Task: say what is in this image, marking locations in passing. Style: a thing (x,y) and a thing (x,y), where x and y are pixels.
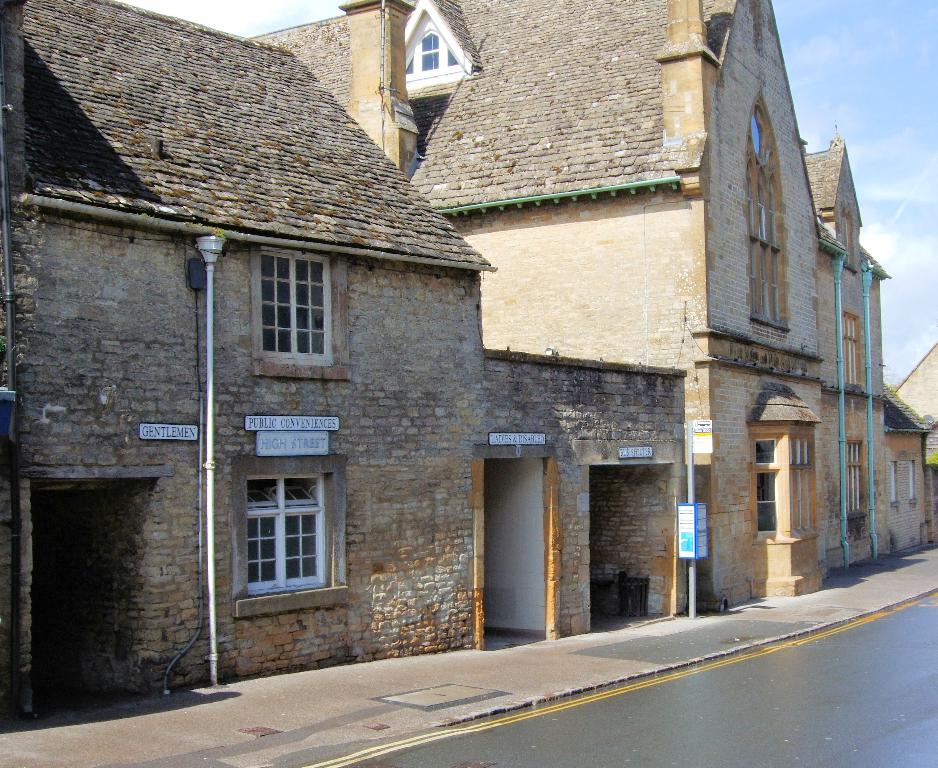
In this picture I can see buildings (533,284) and few boards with some text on the walls (730,458) and I can see a blue cloudy sky (820,96).
